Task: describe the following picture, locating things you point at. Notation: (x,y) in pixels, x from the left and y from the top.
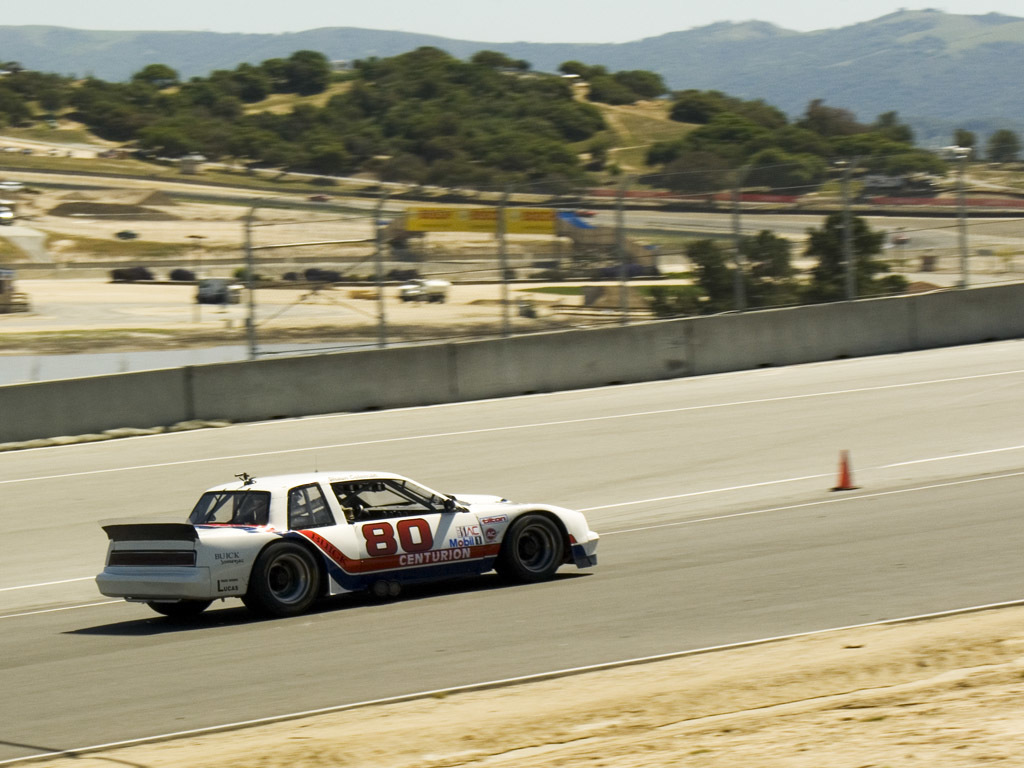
In the foreground (31,476) I can see a sports car (540,544) on the road (670,514). In the background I can see fence (504,246), trees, grass (566,290), board (495,213) and vehicles (6,297). At the top (603,62) I can see trees (618,85), mountains (699,41) and the sky (471,5). This image is taken during a day.
